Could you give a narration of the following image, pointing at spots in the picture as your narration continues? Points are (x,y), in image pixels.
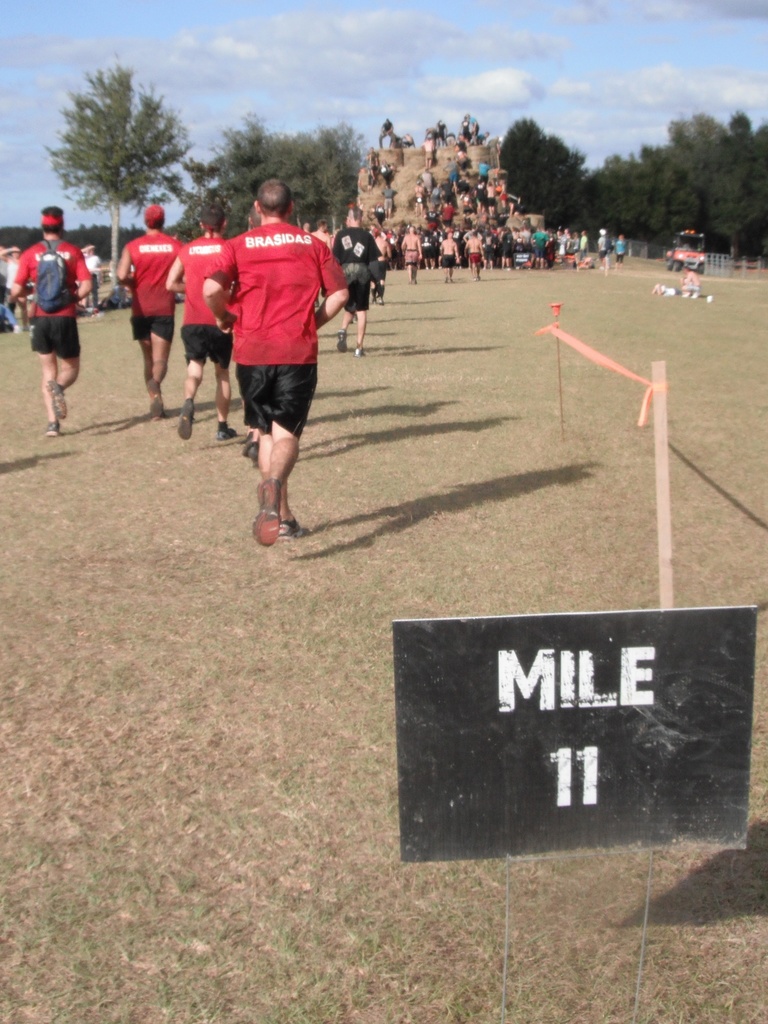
In this image we can see group of persons (227,412) are running on the ground (380,366), there is a board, there is the pole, they are wearing the red t-shirt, in front there are group of people (490,168) standing, there are trees (543,175), at above the sky (222,54) is cloudy.
